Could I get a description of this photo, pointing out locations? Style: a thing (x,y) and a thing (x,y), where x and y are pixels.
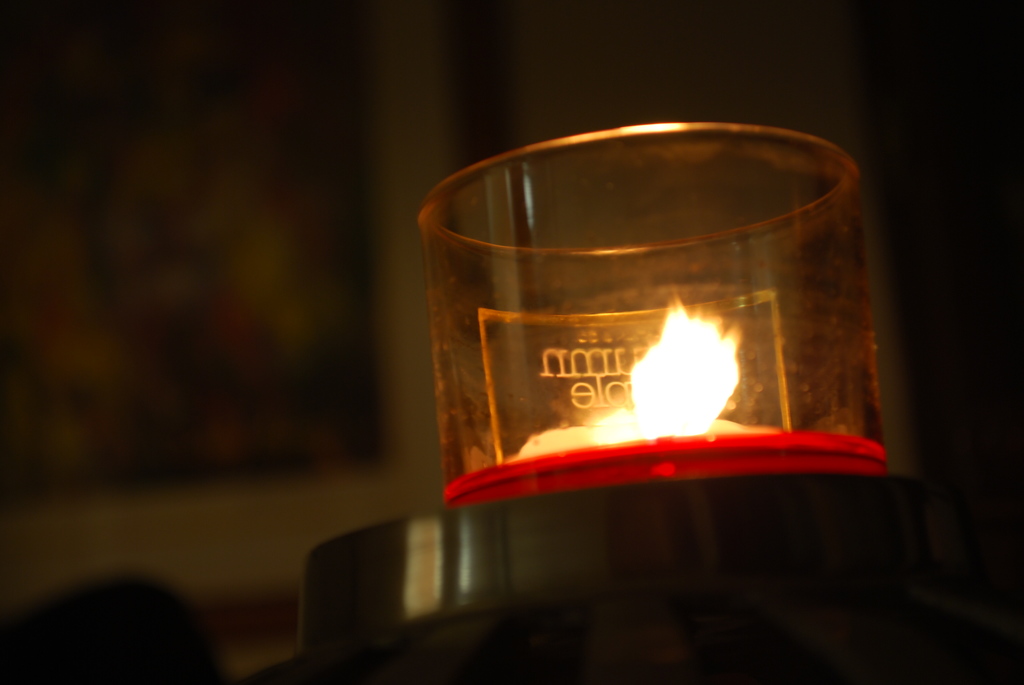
In this image, we can see an object (782,502) with a glass container (788,350) and some flame (704,323) in it. We can also see the blurred background (23,444).
